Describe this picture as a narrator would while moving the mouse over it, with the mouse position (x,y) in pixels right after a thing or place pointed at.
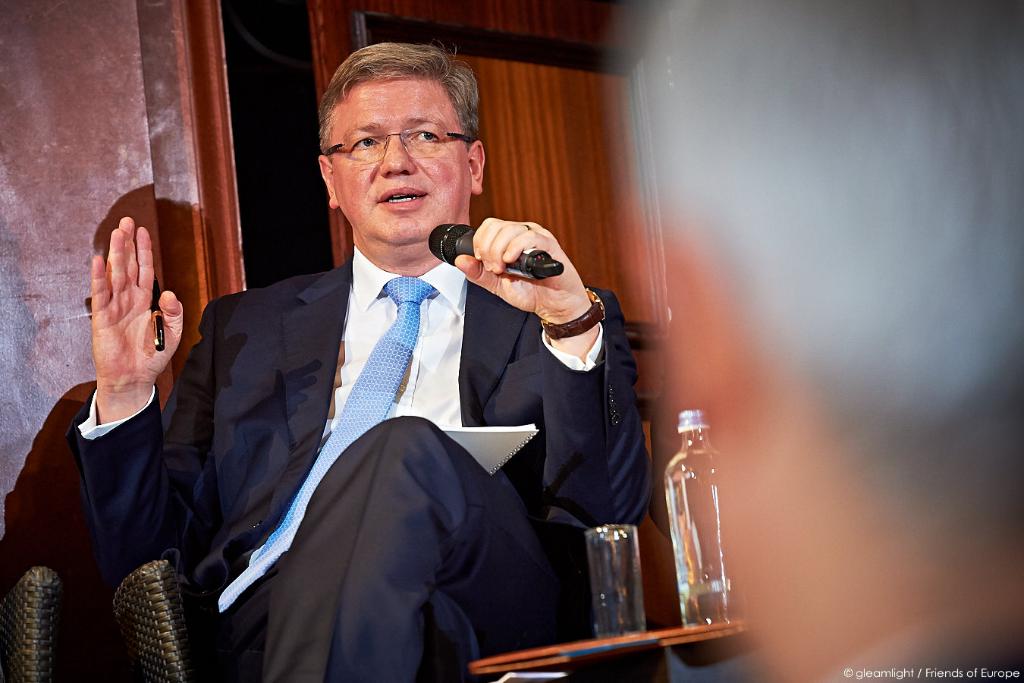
In this image we can see one man (295,500) sitting on the chair (186,601) near the wooden door (188,338), holding a microphone (471,243), one pen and talking. There is some text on the right side (873,678) corner of the image, one glass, one water bottle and some objects (534,672) on the table (648,643).
